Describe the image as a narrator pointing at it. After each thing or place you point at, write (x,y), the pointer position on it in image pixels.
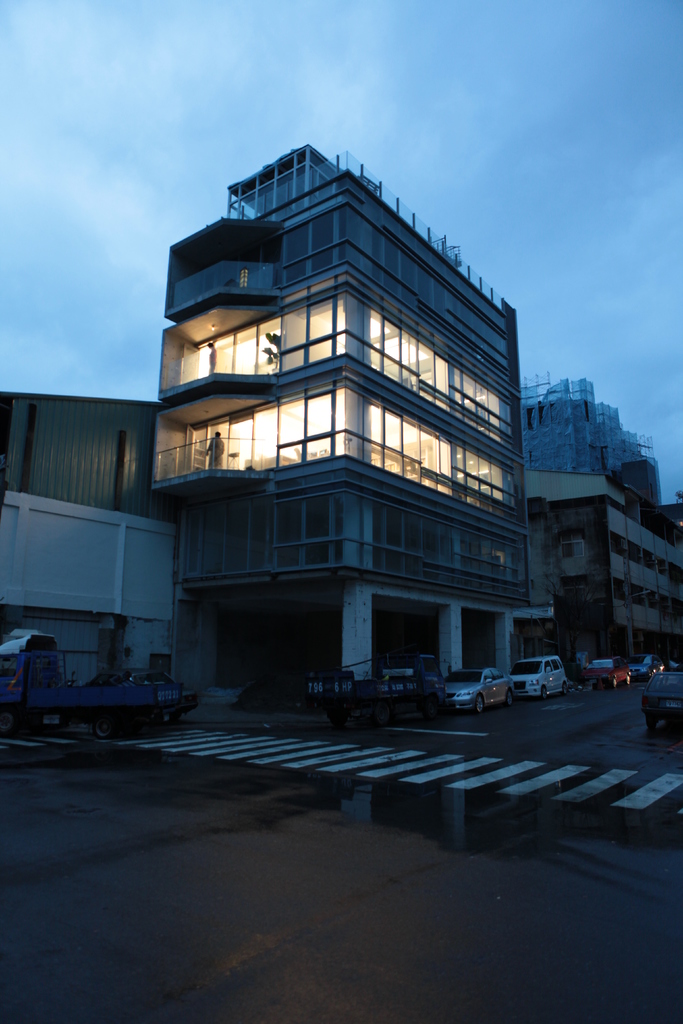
In this image we can see some buildings (347,538) with lights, windows (334,535) and pillars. We can also see some vehicles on the road (368,937) and the zebra crossing (453,785). On the backside (39,243) we can see the sky (45,246) which looks cloudy.
